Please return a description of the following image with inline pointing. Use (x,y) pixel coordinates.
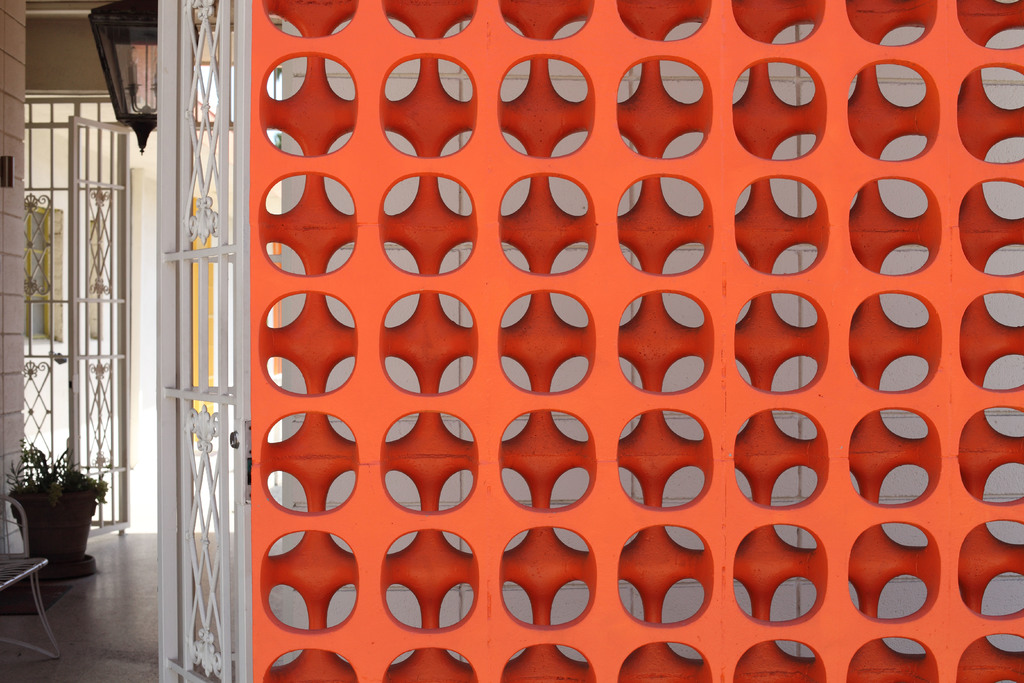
In this picture I can see the red color plastic partition (631,446) which is placed near to the wall (11,325). On the left (128,301) I can see the gates (184,387), door (217,325), window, pot (72,494) and plant (80,478). In the bottom left corner (36,602) there is a chair (1,580). In the top left (118,9) there is a light (117,34) which is placed on the roof (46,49).
